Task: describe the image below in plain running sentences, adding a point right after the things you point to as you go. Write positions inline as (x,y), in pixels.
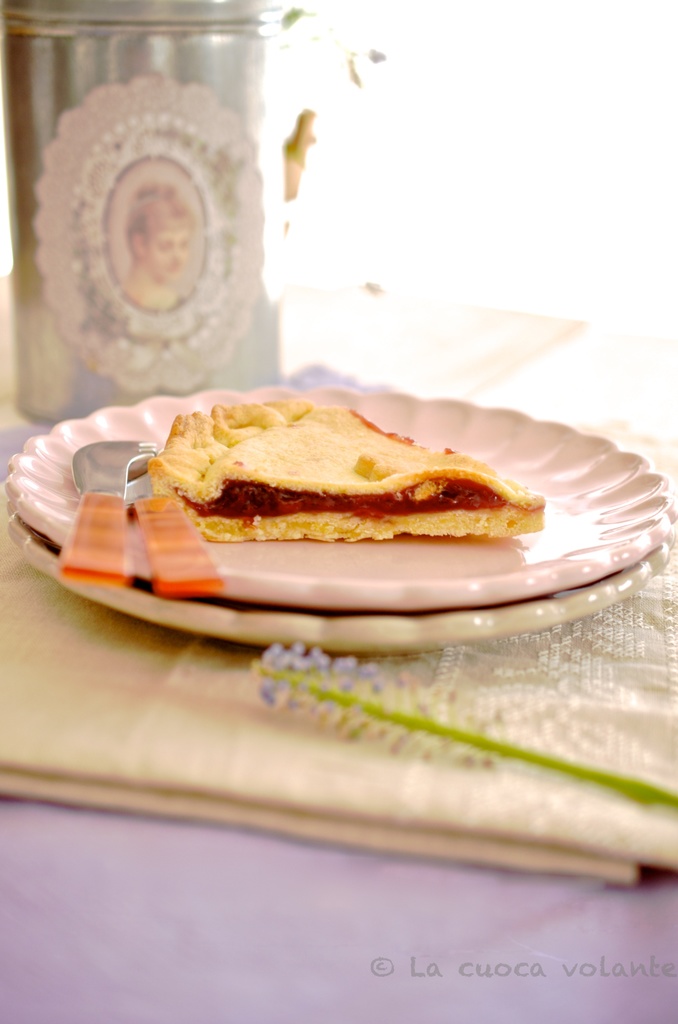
In this picture we can see plates (549,570), food (265,490), spoon (121,450), knife (138,500), cloth (325,785) and objects (35,151) on the platform (210,918). In the bottom right side of the image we can see text (414,974).
